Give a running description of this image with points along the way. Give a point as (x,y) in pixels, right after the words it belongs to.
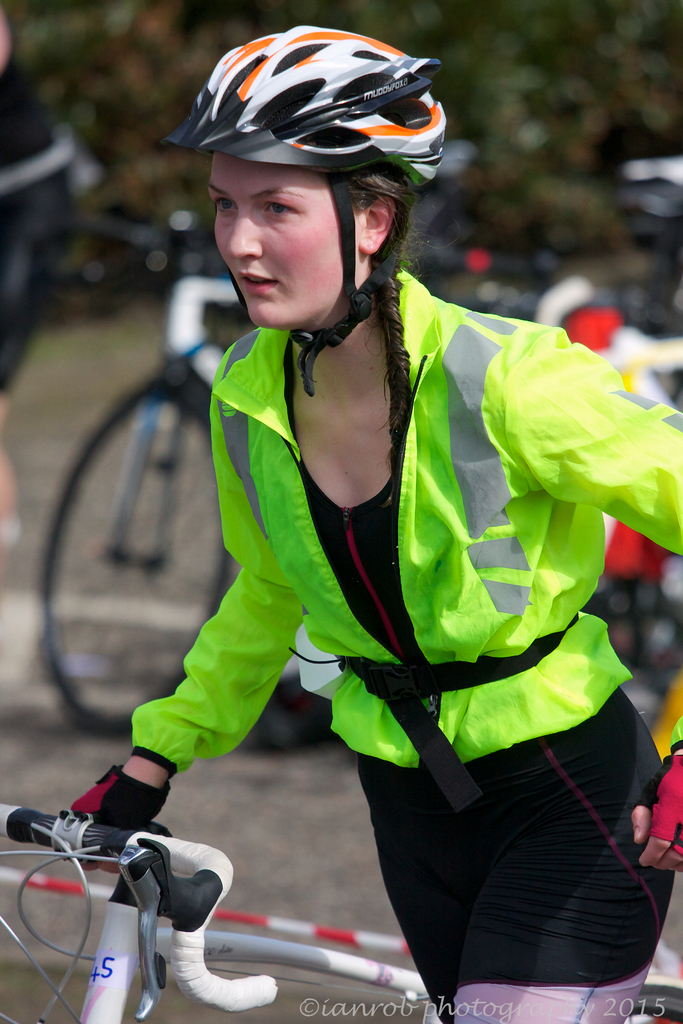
In this image there is one women (364,680) standing and holding to a bicycle (114,905) in middle of this image (310,607) and there is a watermark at bottom of this image (301,1014) and there are some other bicycles (179,441) in the background (133,469) and there are some trees (534,144) at top of this image (553,114).
